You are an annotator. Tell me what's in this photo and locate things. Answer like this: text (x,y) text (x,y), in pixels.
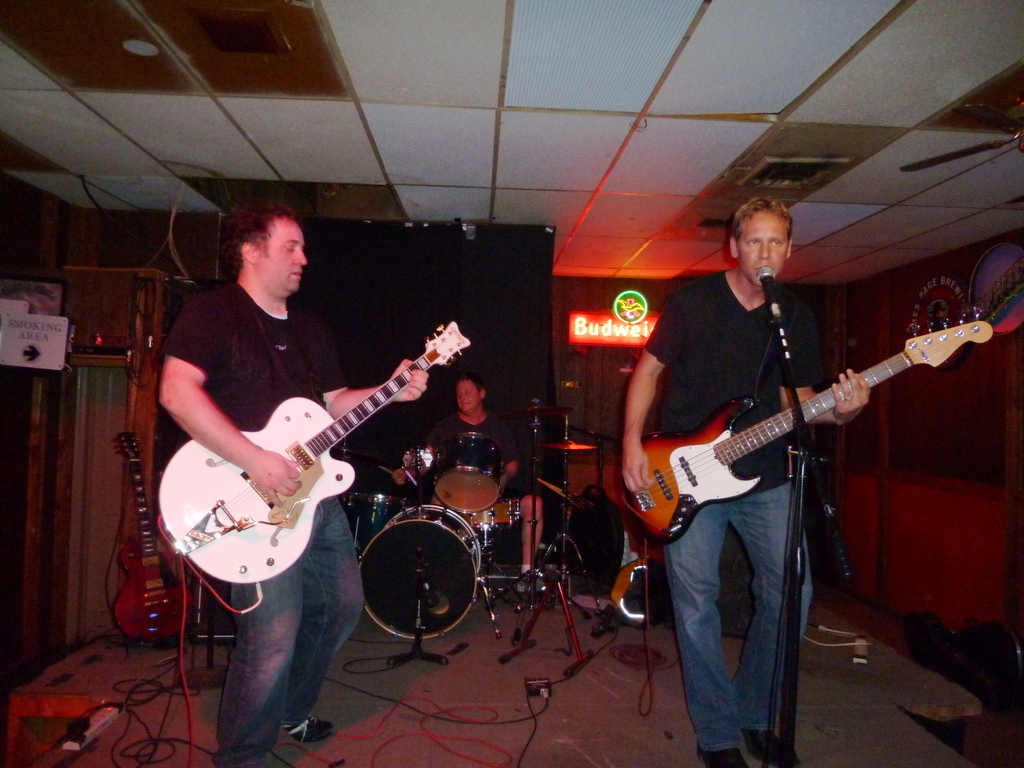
Here we can see couple of guys (272,349) playing guitars (739,441) and the guy (778,482) on the right side (738,422) is singing a song with a microphone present in front of him, the guy (520,497) in the middle (509,487) is playing drums (450,524).
